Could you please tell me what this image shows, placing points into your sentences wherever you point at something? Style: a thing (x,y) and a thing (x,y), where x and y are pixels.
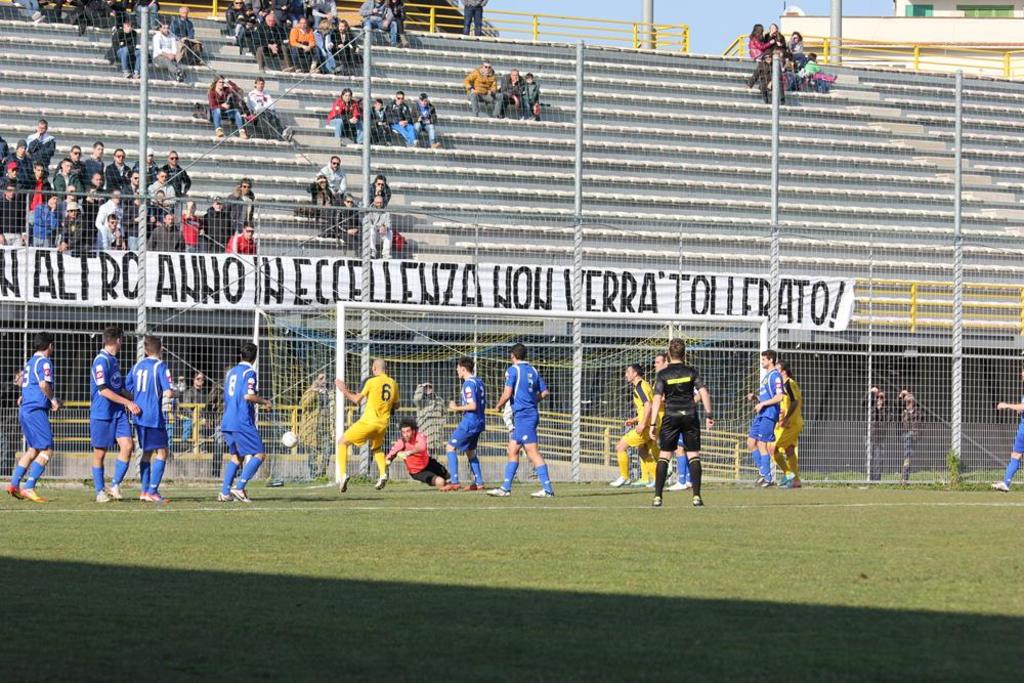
In this image I can see few players (509,372) wearing different color dresses (671,372). I can see a net (589,385), ball (289,443), net fencing (602,370) and a white banner (323,303). I can see a group of people (394,33) sitting on the stairs (830,260).
